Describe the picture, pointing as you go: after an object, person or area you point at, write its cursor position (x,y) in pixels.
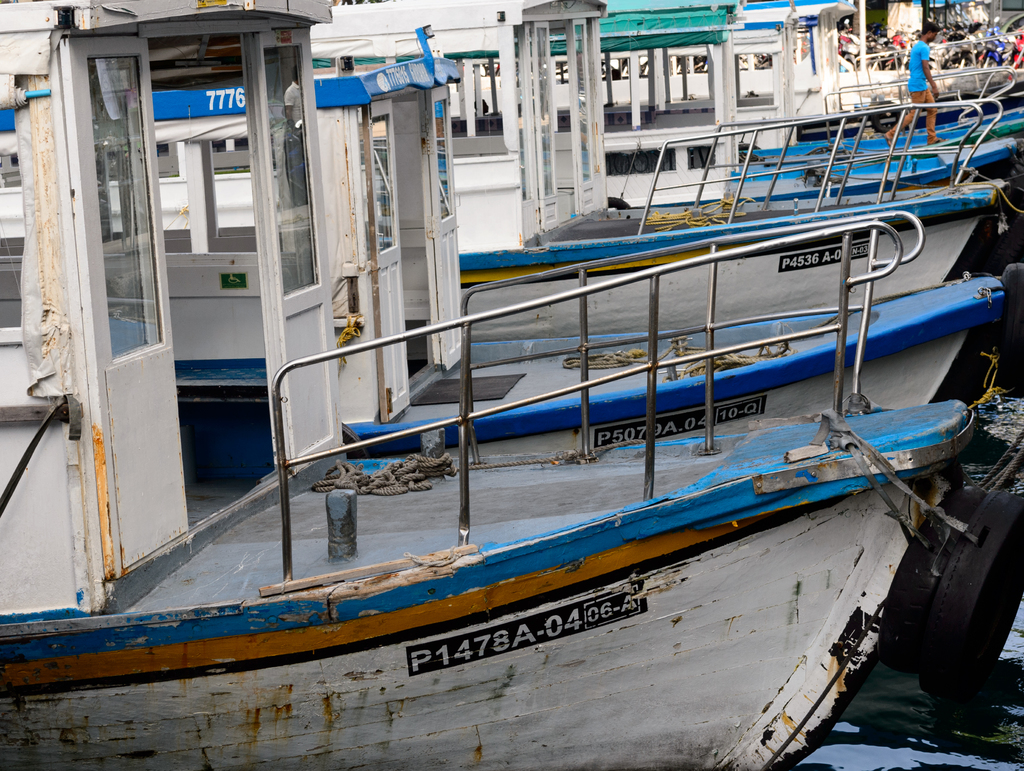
In this image, there are boats (946,189) on the water (900,705). On the right side of the image (975,672), I can see two tyres (957,597). There is a person (935,118) walking on a boat (916,148).
